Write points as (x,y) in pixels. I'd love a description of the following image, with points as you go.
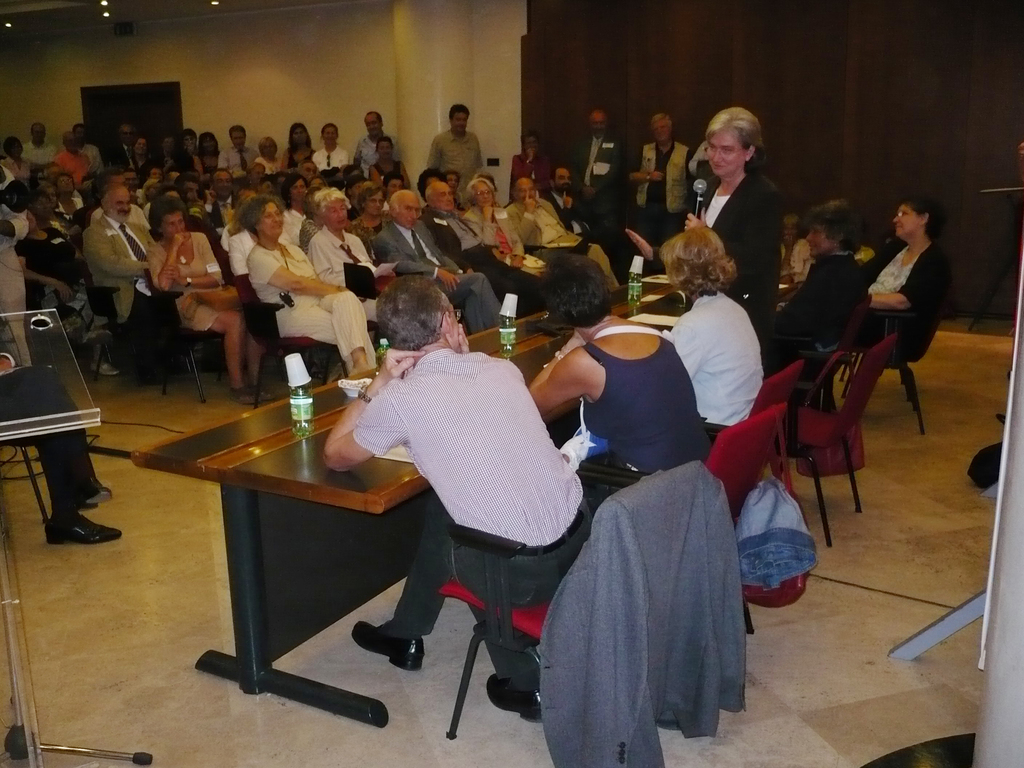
In this image few people (168,194) are sitting on chairs (185,339) and few (533,142) are standing, there is a table (282,449) on that table (542,347) there are bottles (634,285), in the background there is a wall (344,80).
